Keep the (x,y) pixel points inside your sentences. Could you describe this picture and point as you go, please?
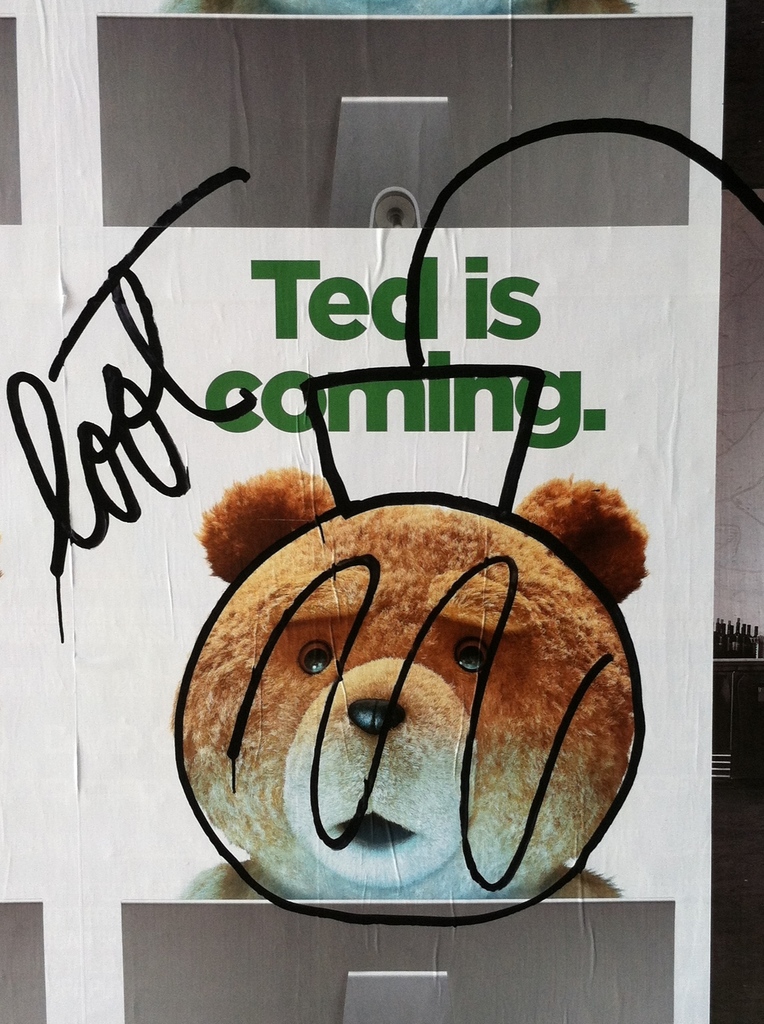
In this image we can see a poster (537,604). In the poster (363,813) we can see an image of a teddy bear (435,719) and some text (407,281).
